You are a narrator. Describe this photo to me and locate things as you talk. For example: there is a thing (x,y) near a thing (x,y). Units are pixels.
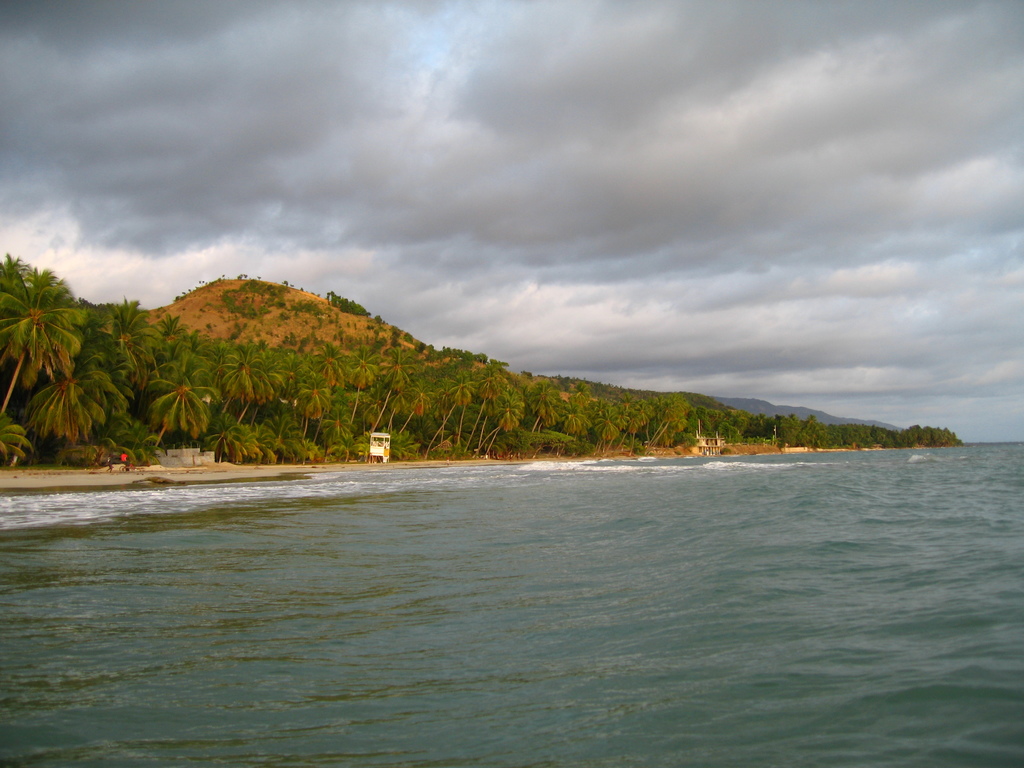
In this image I can see water (827,572), number of trees (614,426) and in the background (585,241) I can see cloudy sky (675,190).
